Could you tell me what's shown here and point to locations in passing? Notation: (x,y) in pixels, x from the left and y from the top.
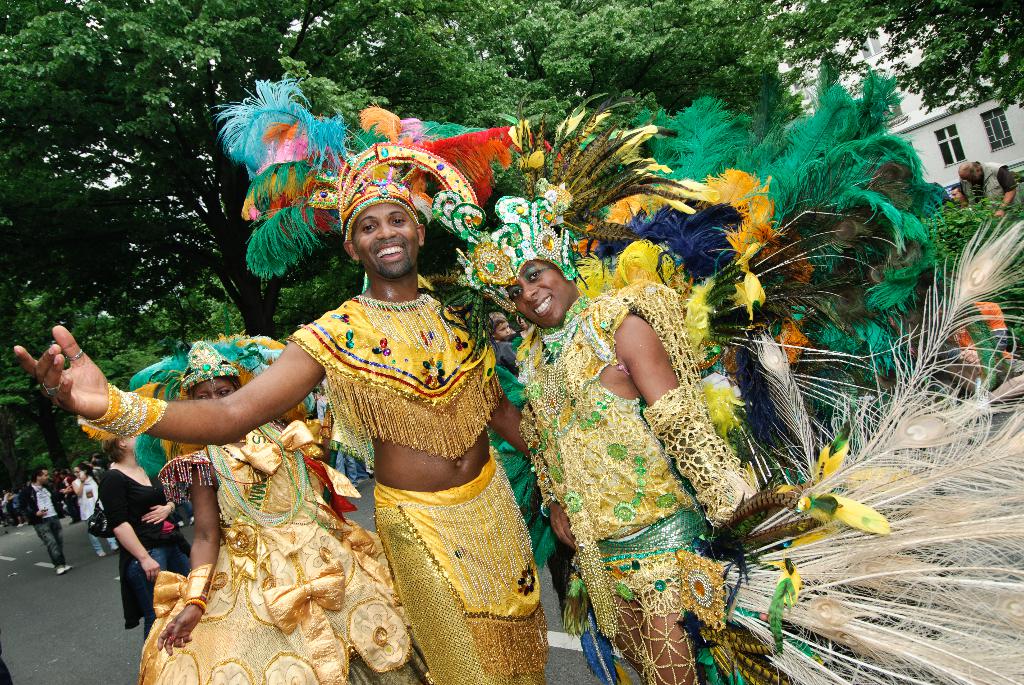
There are few people (369,436) wearing different costumes (441,395) with feathers (811,494). They are wearing something on the head (503,234) with feathers (333,168). In the background (126,230) there are few people (74,487), trees (20,279). On the right side (984,138) there is a building (966,142) with windows (944,145).
